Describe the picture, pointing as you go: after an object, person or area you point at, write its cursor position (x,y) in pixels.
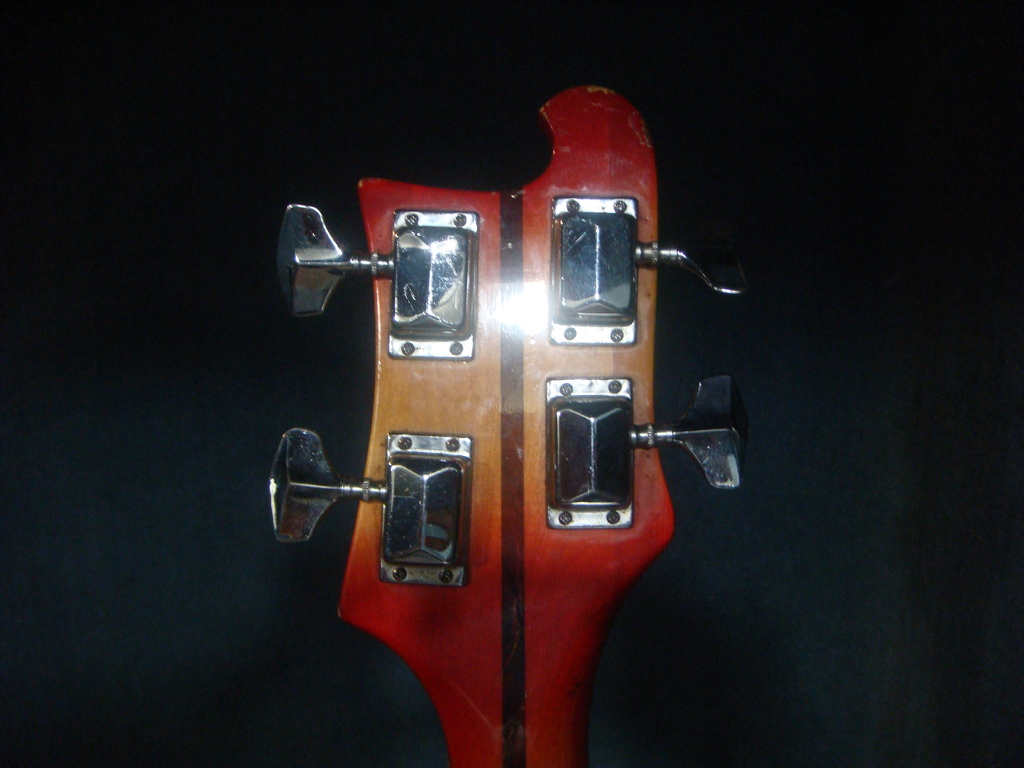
In this picture we can see a red color wooden material (502,490) with four screws (589,234) to it and i think this is a guitar (420,489) and in the background (673,175) it is dark.
